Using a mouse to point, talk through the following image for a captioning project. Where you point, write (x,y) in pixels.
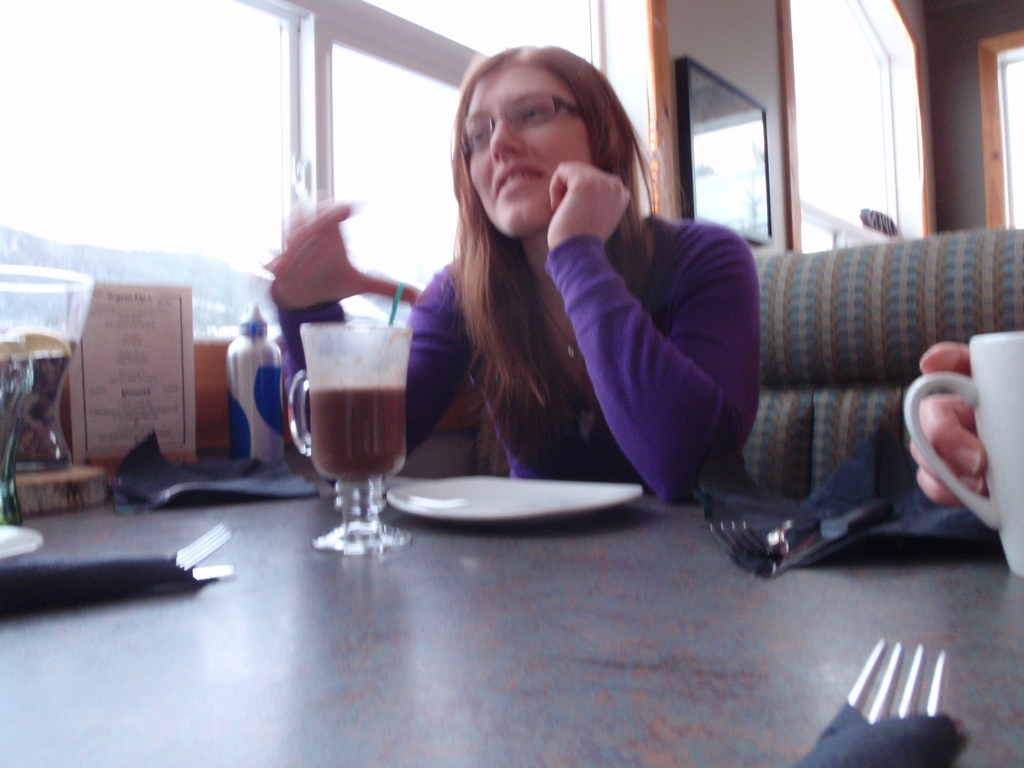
It is a restaurant (641,330) a woman (655,453) sitting in front of a table (475,594) she is having a drink (349,427) in front of her and also an empty plate (506,485), there is some other person (924,478) sitting beside her holding a cup (1002,395), in the background (825,82) there are windows (333,58), a wall (738,42) and a poster (718,111) on the wall (743,28).
